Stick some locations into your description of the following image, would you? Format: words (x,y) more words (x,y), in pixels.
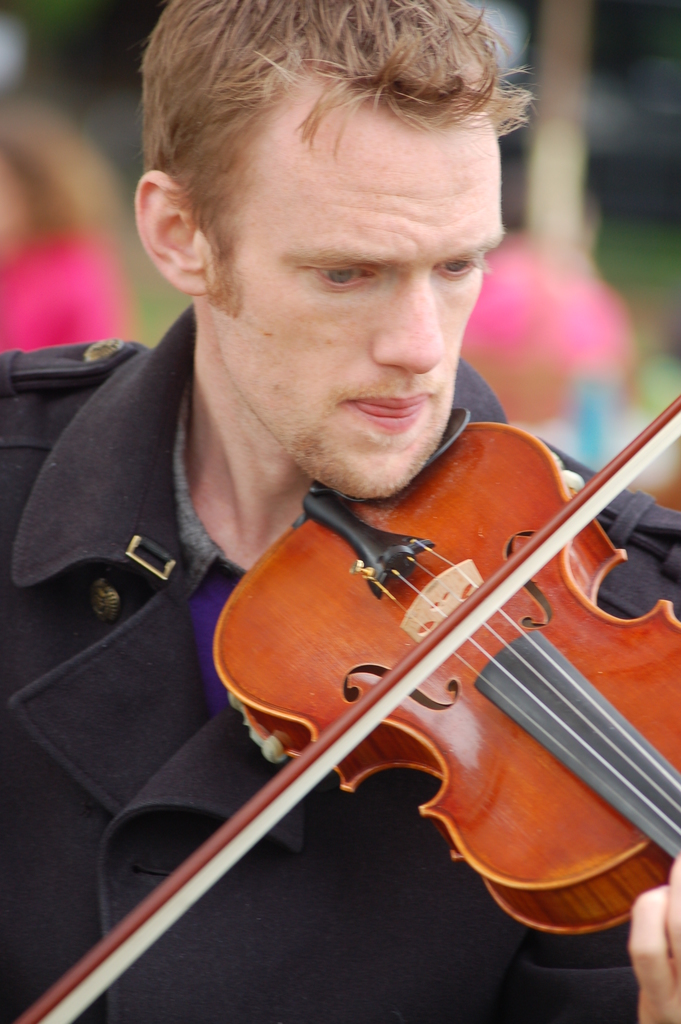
In the front of the image (373,627) I can see a person (282,989) is playing a violin (346,589) and wore jacket (295,999). In the background of the image (589,351) it is blurry.
